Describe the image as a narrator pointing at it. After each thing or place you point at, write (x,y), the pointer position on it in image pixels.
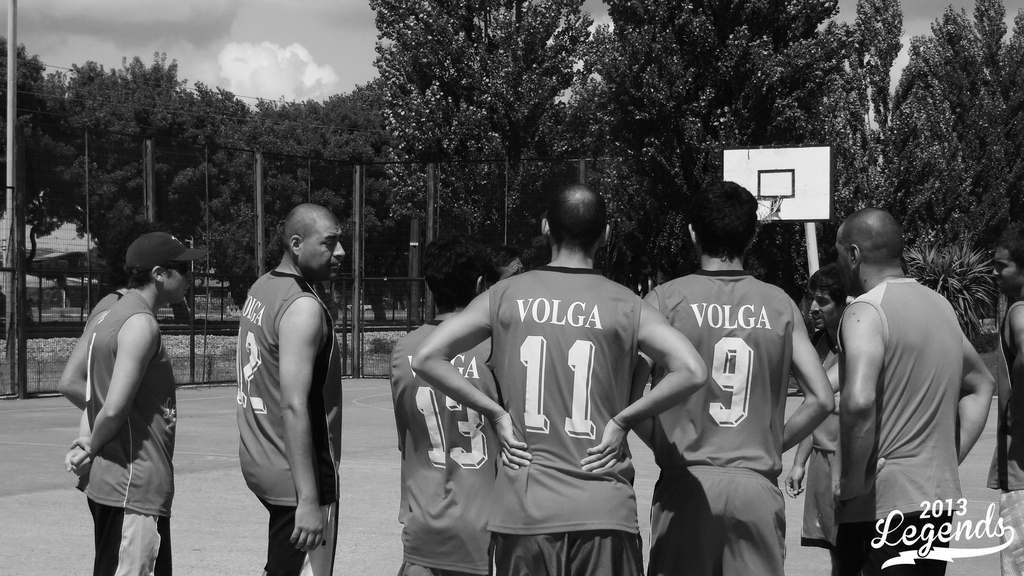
In this picture we can observe some basketball players (520,422) standing in the court (373,450). All of them were men (761,372). In the background (779,207) we can observe a basketball net (771,197). There is a fence (241,172). In the background (354,126) there are trees (455,116) and a sky (252,42) with clouds (280,59).
